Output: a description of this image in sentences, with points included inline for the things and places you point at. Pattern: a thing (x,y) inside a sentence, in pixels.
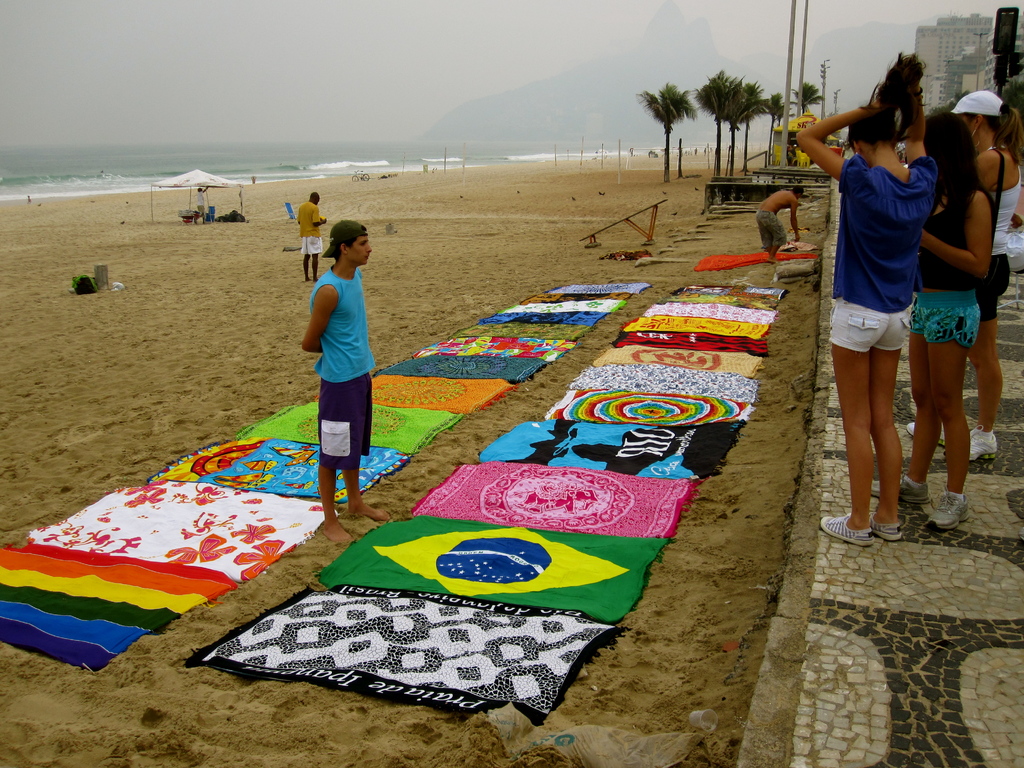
In this picture I can see buildings (926,70) and few people (940,419) standing on the sidewalk (990,621) and I can see few of them standing on the ground (619,230) and I can see clothes (482,474) on the ground (23,444) and I can see a man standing under the tent (207,182) and I can see water (347,153) and a hill (593,82) and few trees (737,100).
